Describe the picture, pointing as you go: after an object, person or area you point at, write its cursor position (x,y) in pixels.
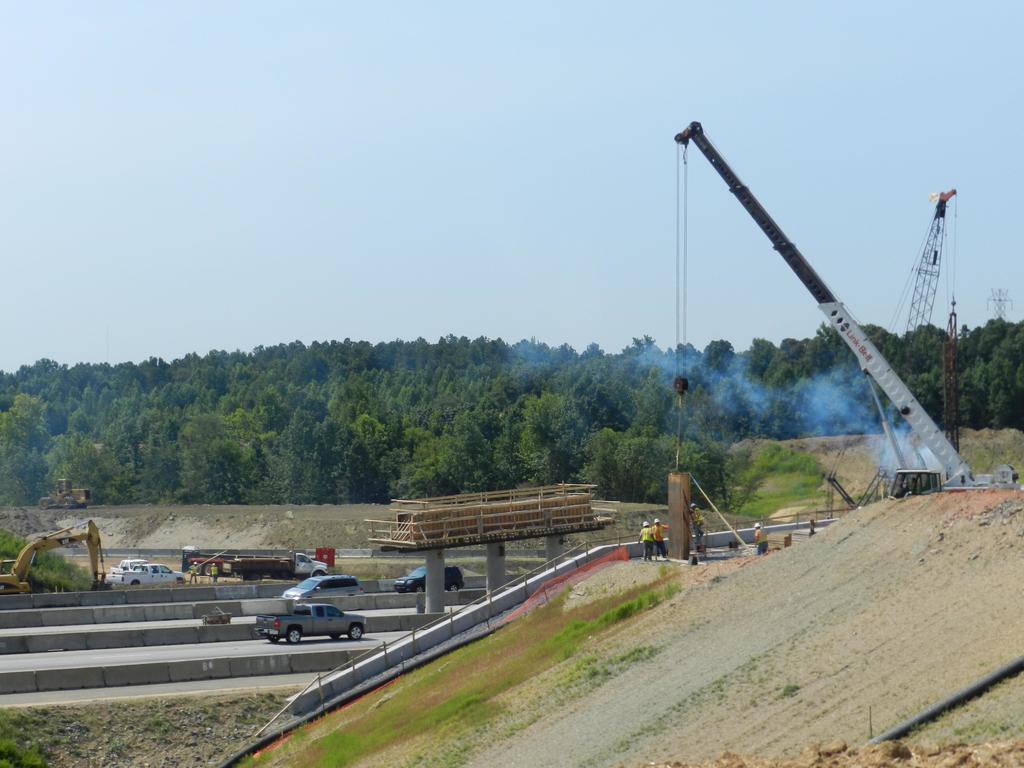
In this image there are cranes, pillars (443,562), roads (215,650), vehicles (398,587), grass (413,693), smoke (909,449), people (660,543), trees (530,367), sky (326,93) and objects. In the background of the image (587,178) there are trees (278,379) and sky (405,125).
